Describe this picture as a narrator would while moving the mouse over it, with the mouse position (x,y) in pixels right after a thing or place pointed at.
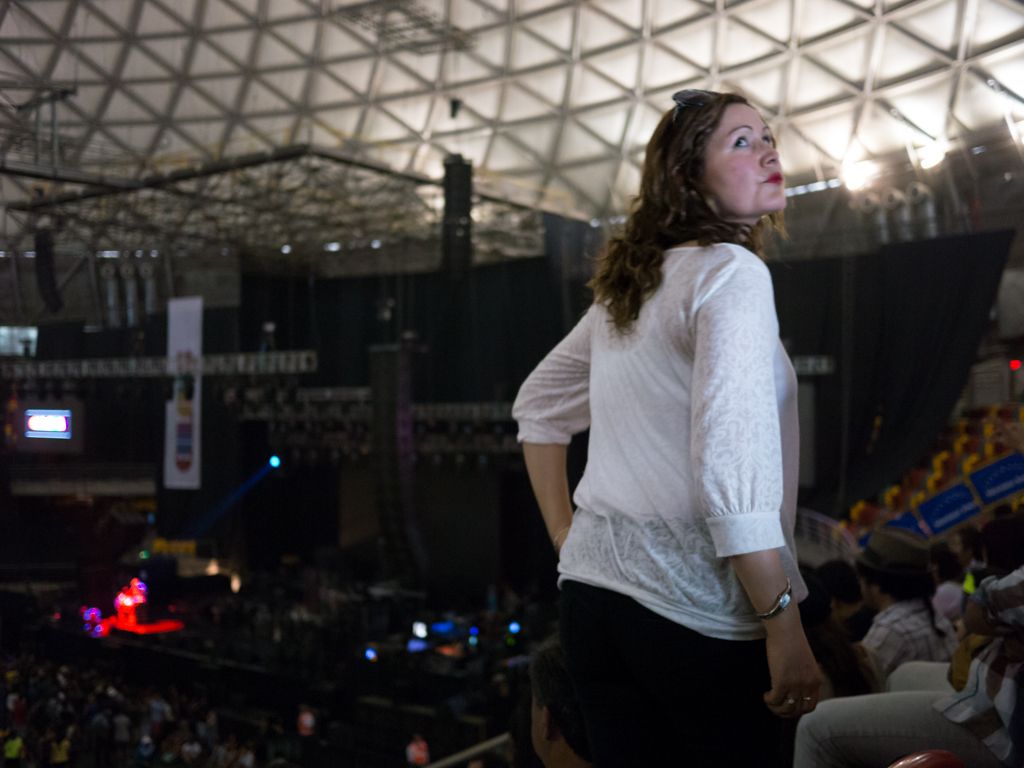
In this picture we can see a woman (709,495) is standing in the front (715,490), there are some people (847,588) sitting on the right side (904,583), in the background (177,434) there is a hoarding (190,436), a screen (69,425) and a light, there is a blurry background (298,477).
